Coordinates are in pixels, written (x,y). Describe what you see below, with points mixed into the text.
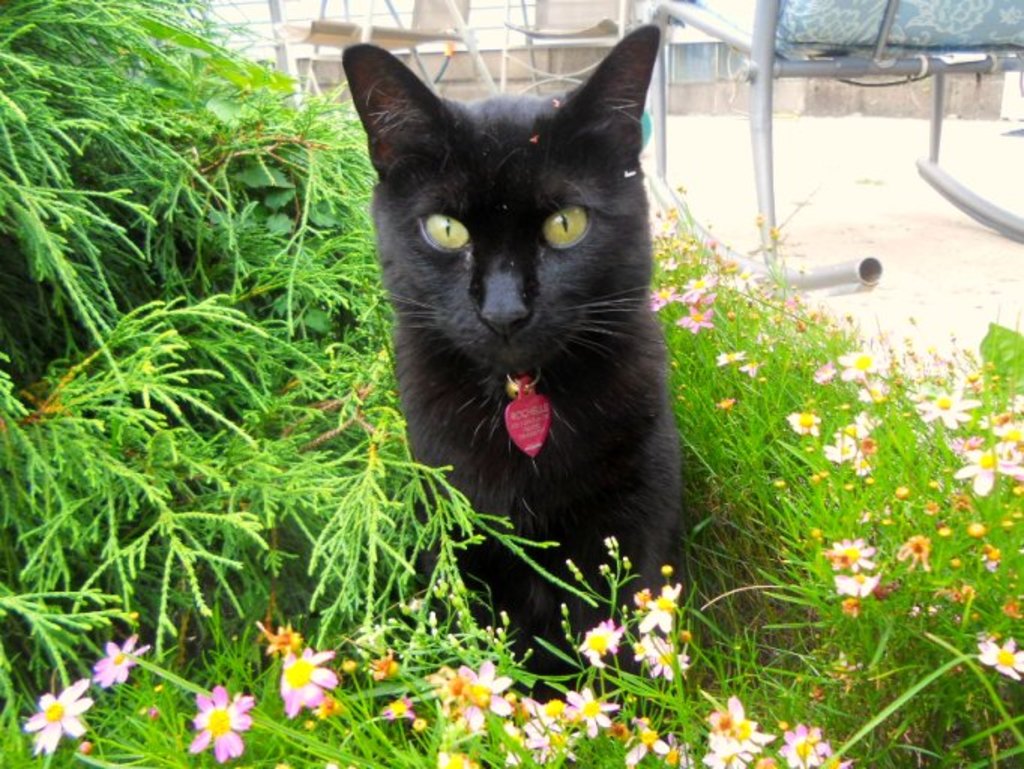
In this image I can see a black cat (639,249) is sitting in the flower plants (911,766).
